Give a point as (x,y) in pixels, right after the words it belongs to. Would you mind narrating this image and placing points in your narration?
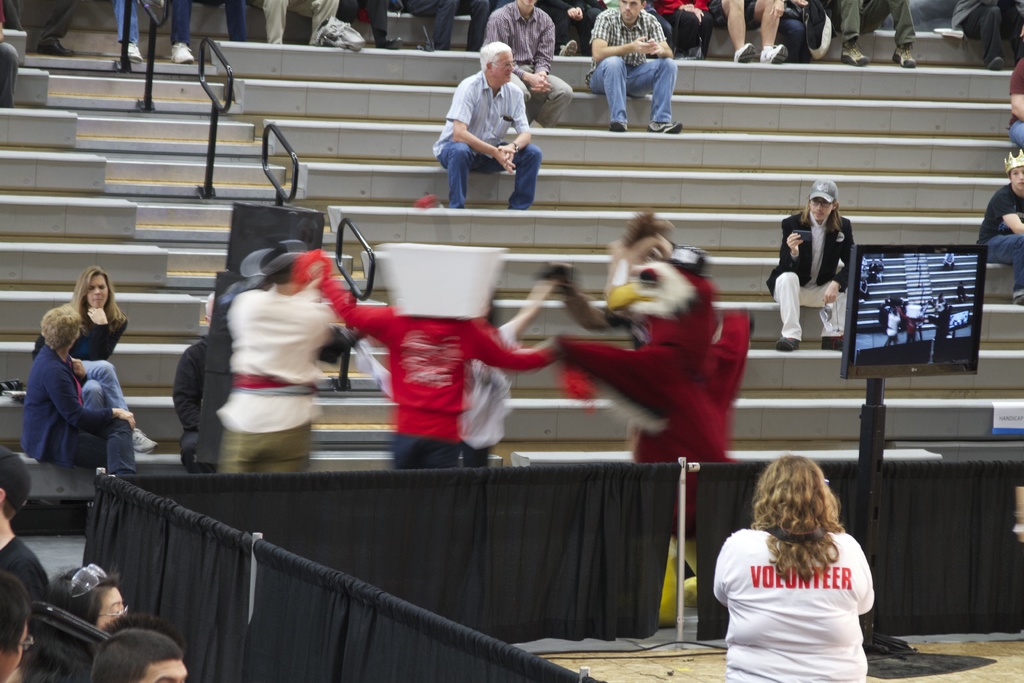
In this picture we can see a group of people (69,657) where some are sitting on steps (572,211) and some are standing, curtains (887,555), television (896,275), speakers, goggles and some objects (286,197).
